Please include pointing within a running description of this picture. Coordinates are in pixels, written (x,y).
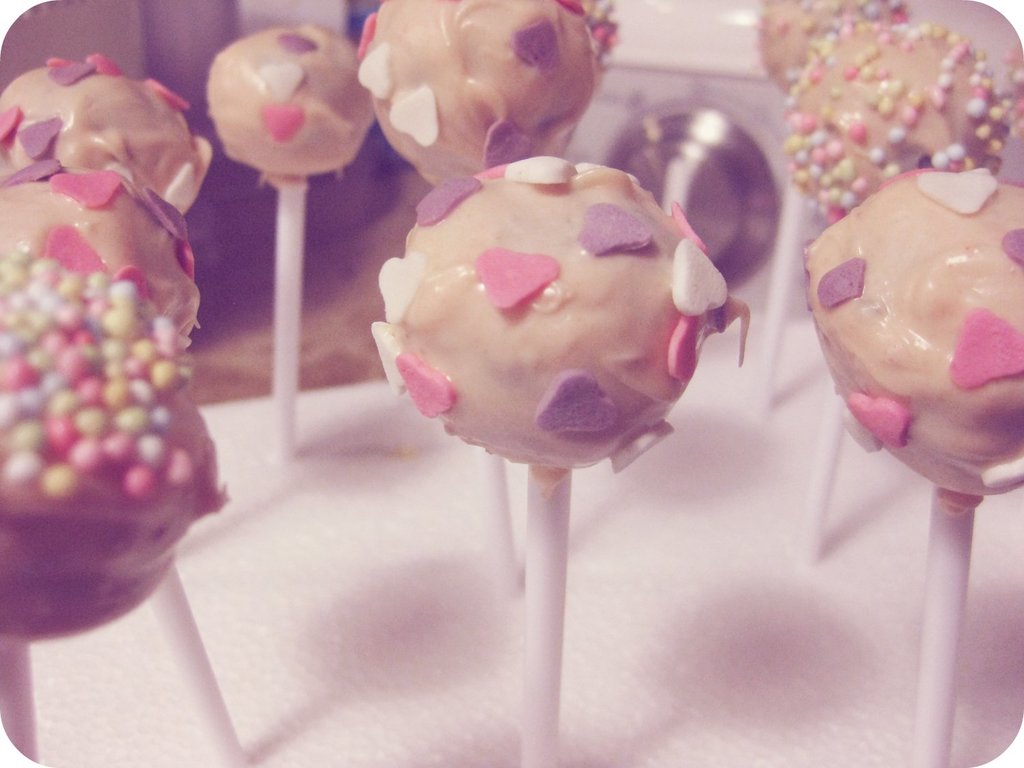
In the center of the image (675,373) we can see candies (53,154). In the background (752,223) we can see washing machine (603,117) and wall (98,43).
